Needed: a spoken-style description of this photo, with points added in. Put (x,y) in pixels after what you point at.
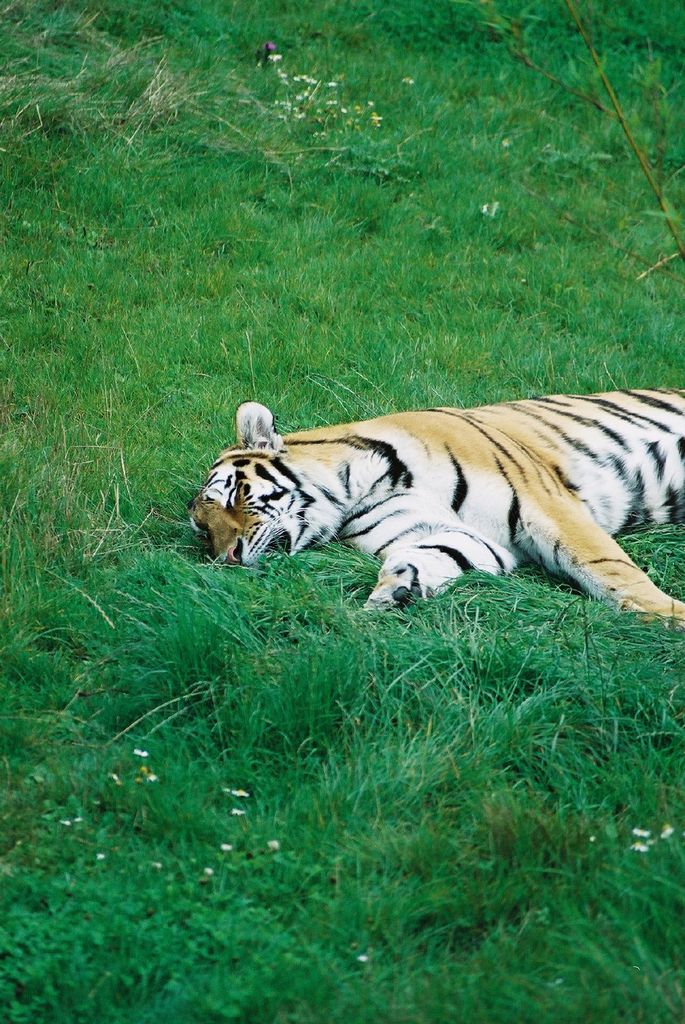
In this picture there is a tiger (505,515) who is sleeping on the grass (510,681). At the top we can see some flowers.
